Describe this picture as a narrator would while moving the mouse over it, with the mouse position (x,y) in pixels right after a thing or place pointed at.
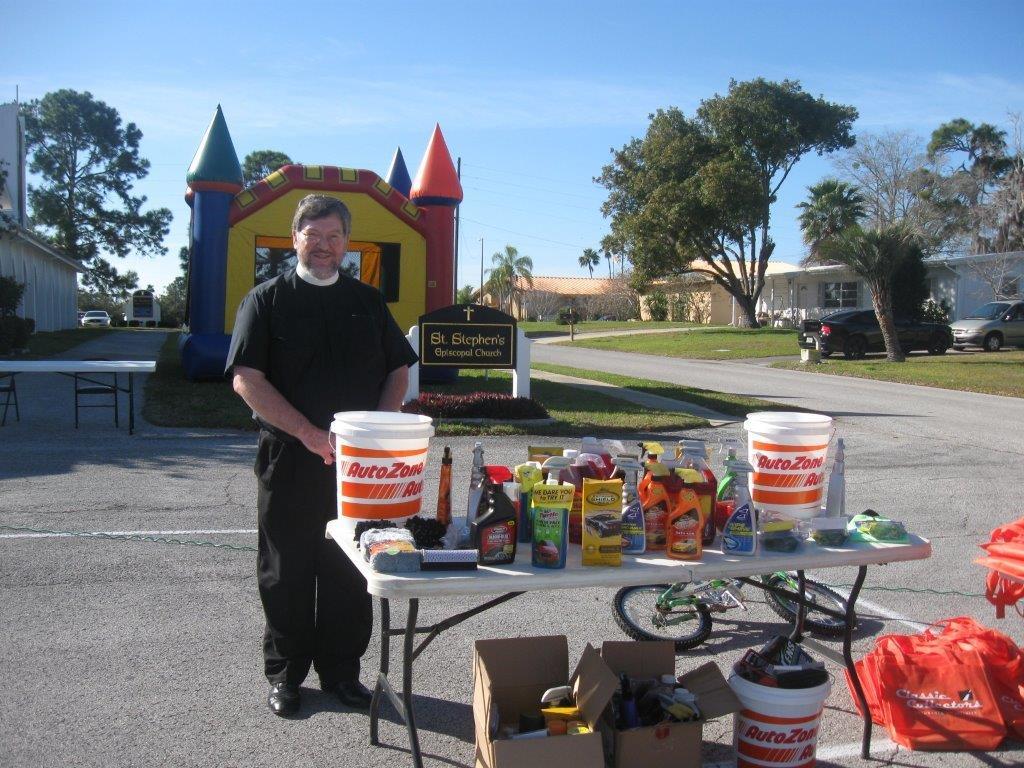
In this picture we can see one table (670,561) placed, on which we can see some bottles (643,507), baskets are placed, one person (349,684) is standing behind, around we can see some vehicles (832,311), trees (739,309), grass (631,326), buildings (825,293).
